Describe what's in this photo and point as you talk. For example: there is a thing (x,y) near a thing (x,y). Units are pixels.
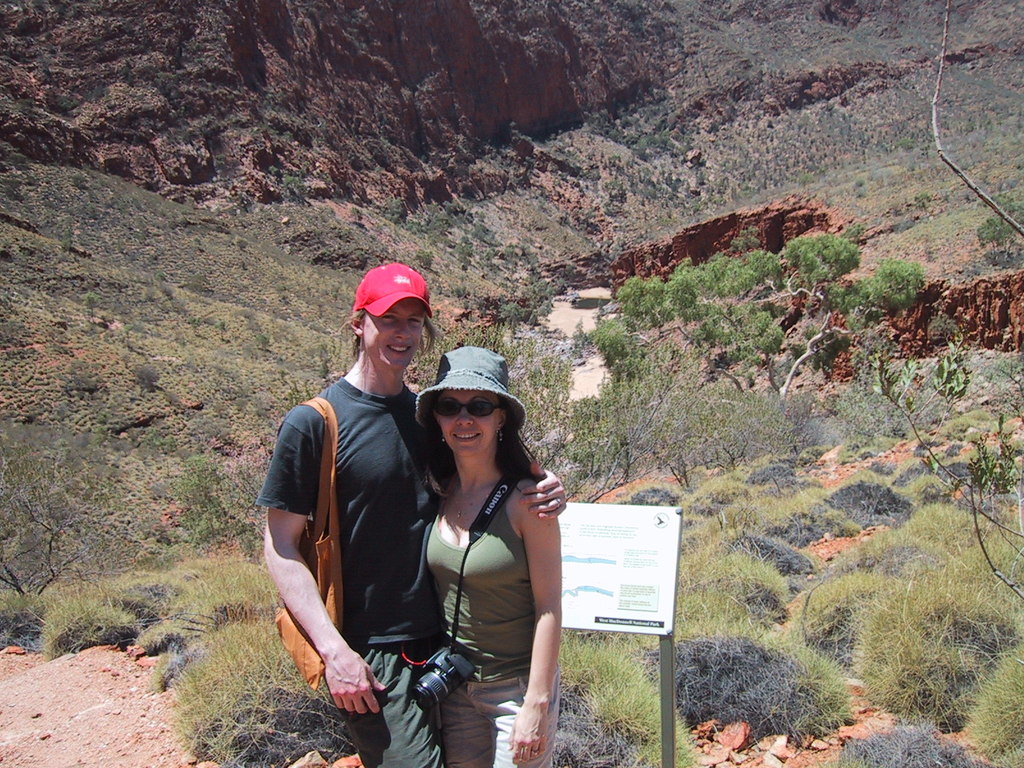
In this image in the center (354,495) there are two persons (372,569) standing and one person (384,607) is wearing a bag (340,579), and one person (475,612) is wearing camera (514,480) and they are wearing hats (377,304). In the background (966,310) there are some trees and mountains (585,236), and in the center (626,512) there is a board (631,569). On the board (639,558) there is text (629,619), at the bottom (118,650) there are some rocks (118,650) and plants (982,627).
